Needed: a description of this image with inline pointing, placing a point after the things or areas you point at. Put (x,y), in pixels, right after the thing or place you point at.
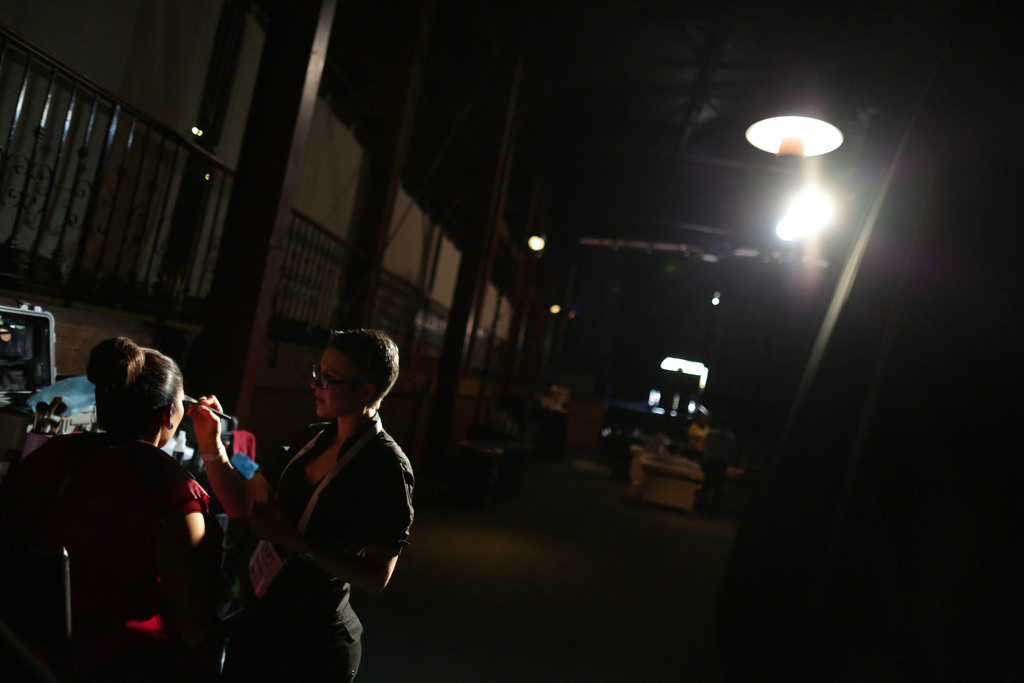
In this image, we can see two persons (296,513) wearing clothes (316,534). There are grills (115,248) in the top left of the image (193,189). There are pillars (459,325) in the middle of the image (469,343). There is a light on the right side of the image (770,138). There is an object (50,379) on the left side of the image (48,385).
